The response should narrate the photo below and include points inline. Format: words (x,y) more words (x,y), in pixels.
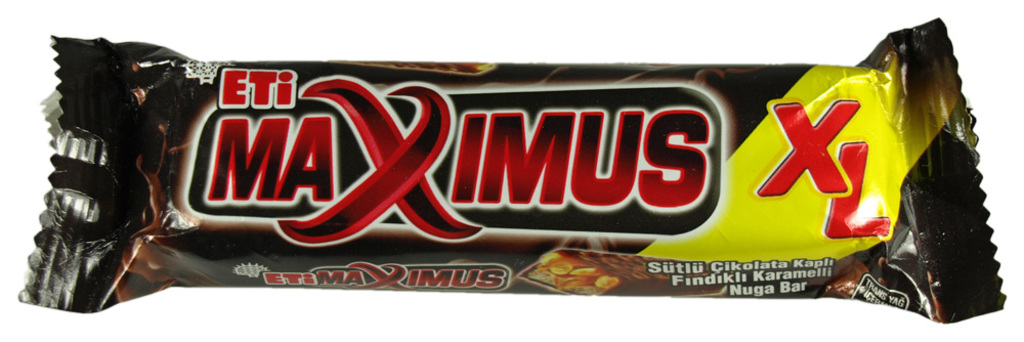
In this image we can see the chocolate bar (300,131) and the wrapper (509,131) is in brown color where we can see some text (468,194) on it. The background of the image (45,324) is in white color.
